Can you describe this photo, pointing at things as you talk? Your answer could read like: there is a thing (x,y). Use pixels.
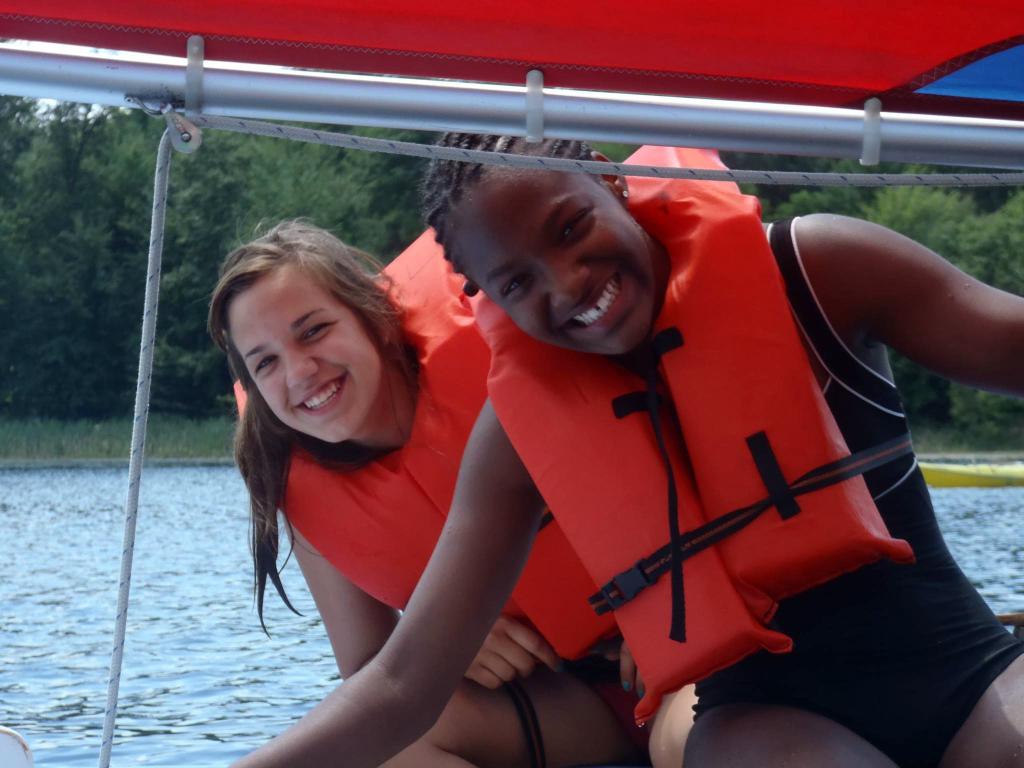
This picture is clicked outside the city. In the center (434,401) we can see the two persons (484,270) wearing life jackets (739,365), smiling and seems to be sitting and we can see the metal rod (43,56), rope (128,594). In the background (123,485) we can see a water body (163,557), green grass (165,419), trees (130,195) and some other objects (963,93).
